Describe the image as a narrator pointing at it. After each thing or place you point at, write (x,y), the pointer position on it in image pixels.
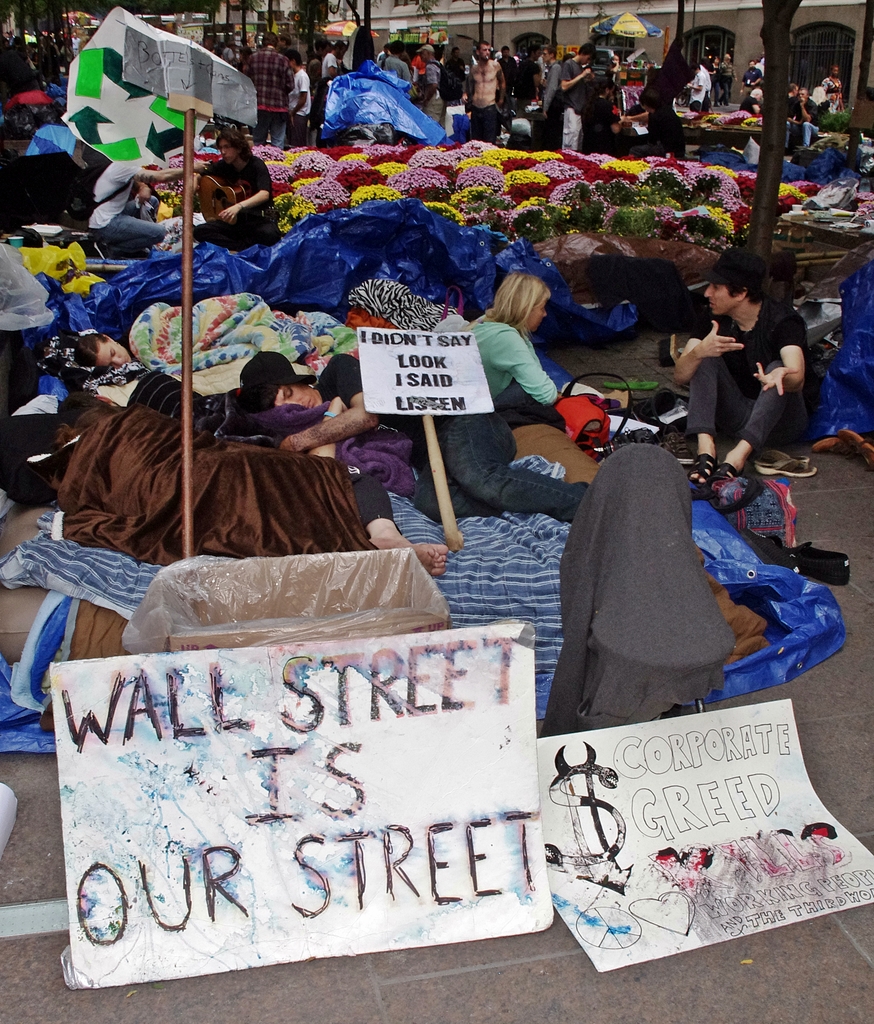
In this image we can see people (534,329) sitting on the road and some of them are lying. there are blankets (686,569) and boards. in the background (734,22) there is a building (468,27). at the bottom (75,857) there are boards (489,767) and we can see flowers (498,187).
